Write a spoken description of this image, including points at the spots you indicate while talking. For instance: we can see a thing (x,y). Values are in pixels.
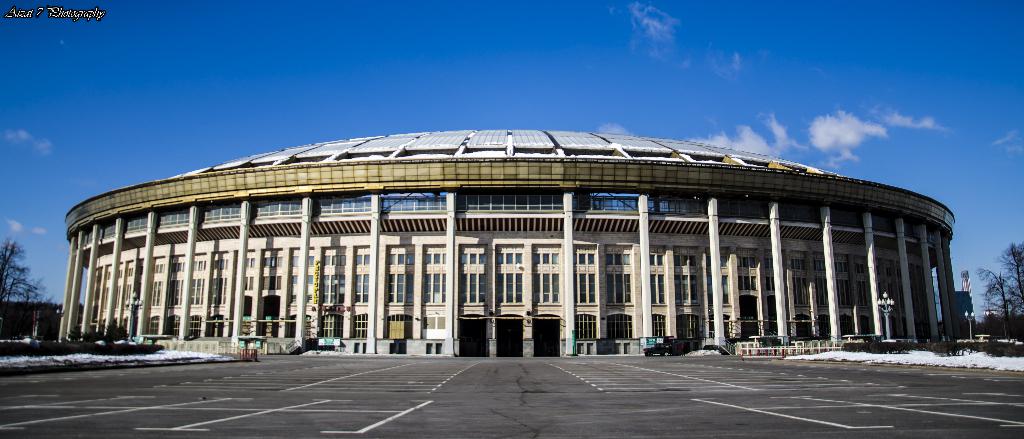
In this picture we can see snow (180,355), vehicle (676,345) on the road (574,384), building (724,279), pillars (145,300), boards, trees (4,259), banner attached to a pole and objects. In the background of the image (274,85) we can see the sky (268,85). In the top left side of the image (27,20) we can see text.
